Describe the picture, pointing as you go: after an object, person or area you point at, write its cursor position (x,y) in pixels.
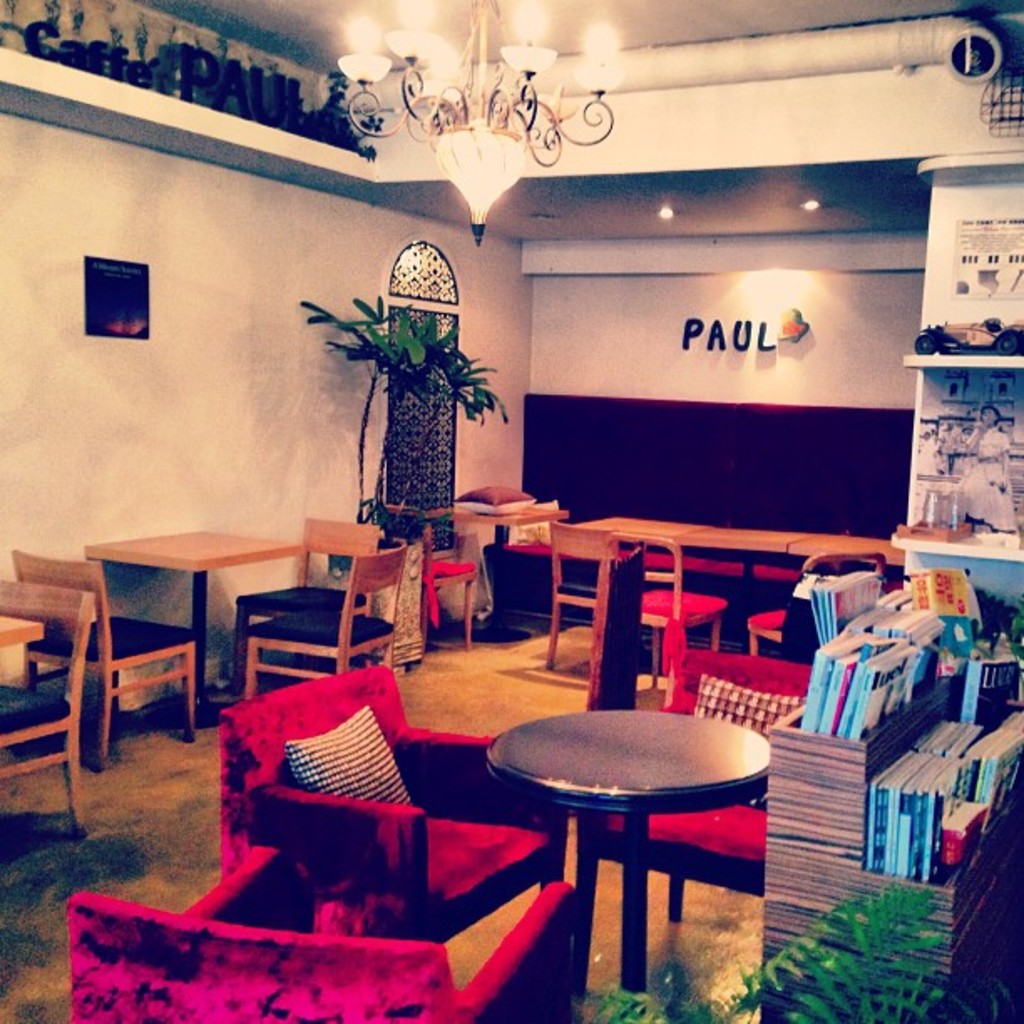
In this image we can see some tables (620,749) and a group of chairs (464,779) which are placed on the floor (569,660). We can also see a cushion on a table (495,625), a group of books (911,822) placed in a rack (847,800), a car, statue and some objects (935,523) placed in the shelves (1015,545), a plant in a pot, a photo frame (114,329) and some text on a wall (349,403) and a roof (661,214) with some ceiling lights (661,214) and a chandelier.
